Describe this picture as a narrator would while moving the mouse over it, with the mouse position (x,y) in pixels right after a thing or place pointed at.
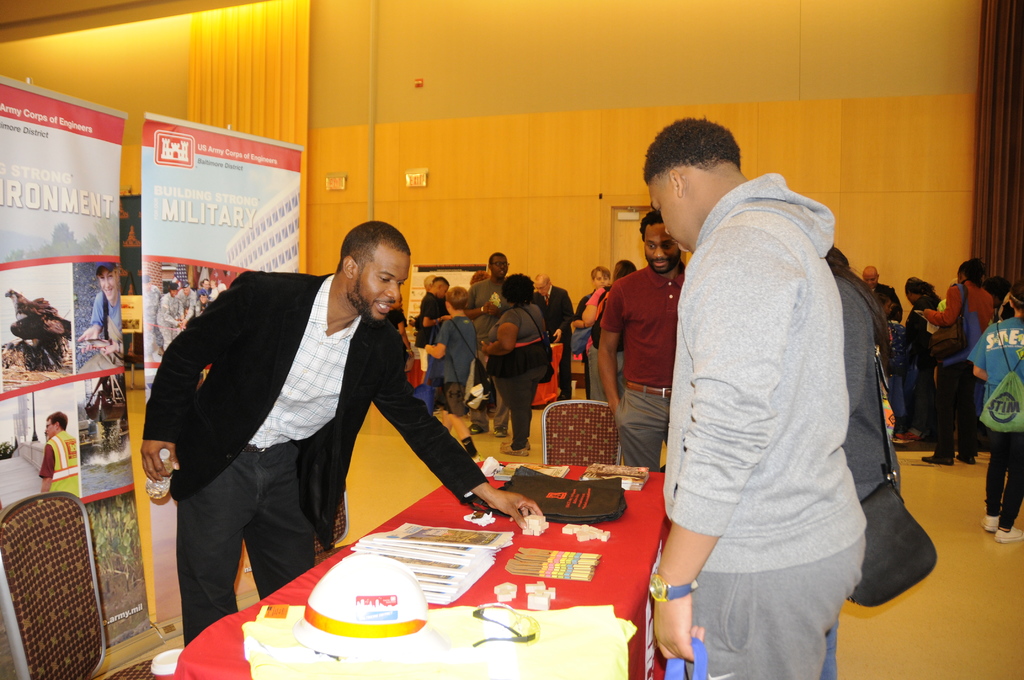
In this image there are four man (642,328) standing near a table (562,480), on that table (505,522) there are books (493,552) and a helmet (376,579), near the table (474,584) there are two chairs (553,437), behind the man (182,396) there are two posters (218,274), in the background (948,143) there are people (983,332) and a wall (920,54).
